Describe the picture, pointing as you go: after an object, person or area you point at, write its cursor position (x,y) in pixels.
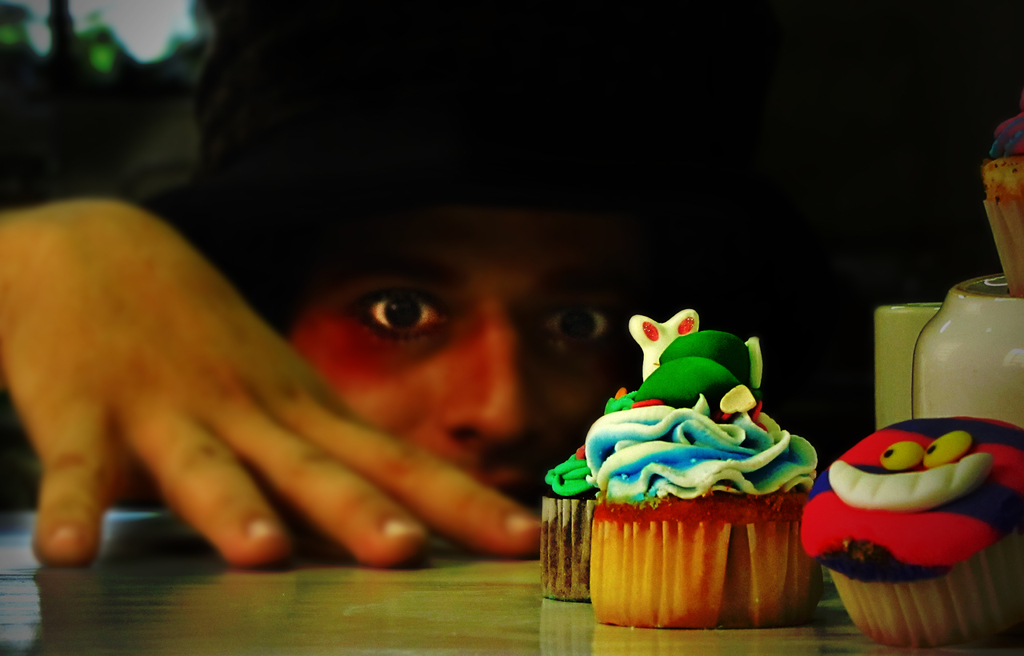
In this image the background (895,230) is dark. At the bottom of the image (331,606) there is a table (350,610). In the middle of the image (420,375) there is a person (351,353). On the right side of the image (849,500) there are a few cupcakes (810,484) and there is a jar (954,303) on the table (360,617).
